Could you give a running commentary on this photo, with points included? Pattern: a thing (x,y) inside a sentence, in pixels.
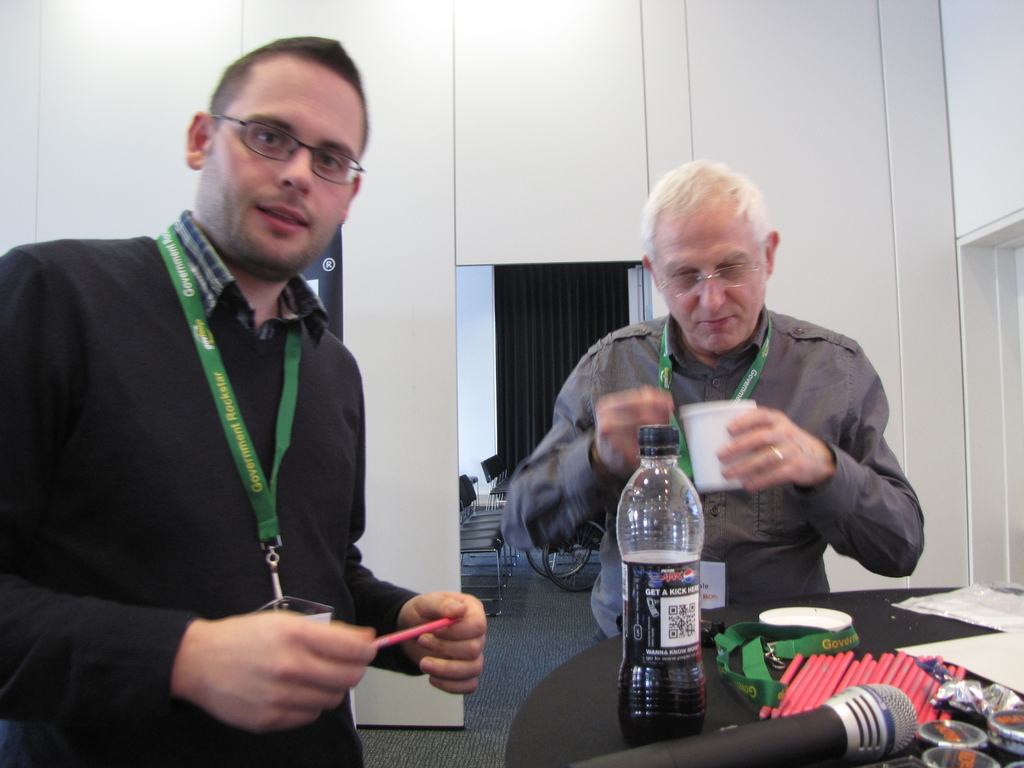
There are two persons (660,381) standing. This is a table (599,738) with a mike (825,735), green color tag (763,667), bottle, pencils (893,678) and some papers (982,641) on it. At background (476,545) I can see few empty chairs (479,527) and a wheel (554,575).
